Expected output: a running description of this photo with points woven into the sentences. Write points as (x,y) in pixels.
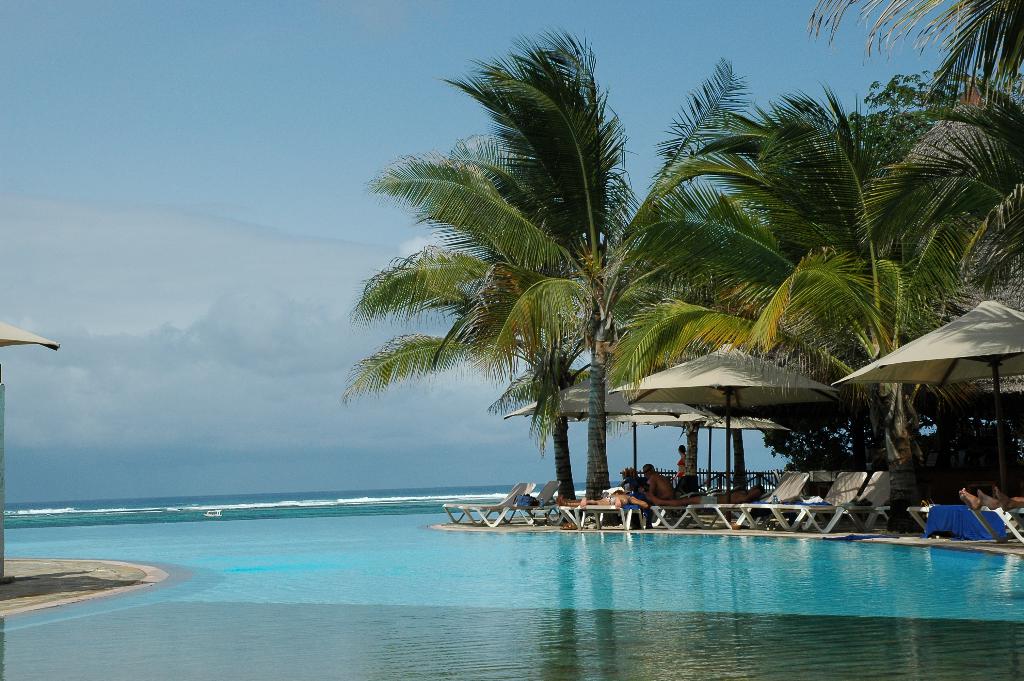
At the bottom of the image (353,575) there is water (511,551). On the right side of the image (686,505) there are benches (877,495) with few people (636,494) and also there are tents (724,401) and trees (627,368). At the top of the image (230,138) there is a sky (118,495) with clouds (229,297).
